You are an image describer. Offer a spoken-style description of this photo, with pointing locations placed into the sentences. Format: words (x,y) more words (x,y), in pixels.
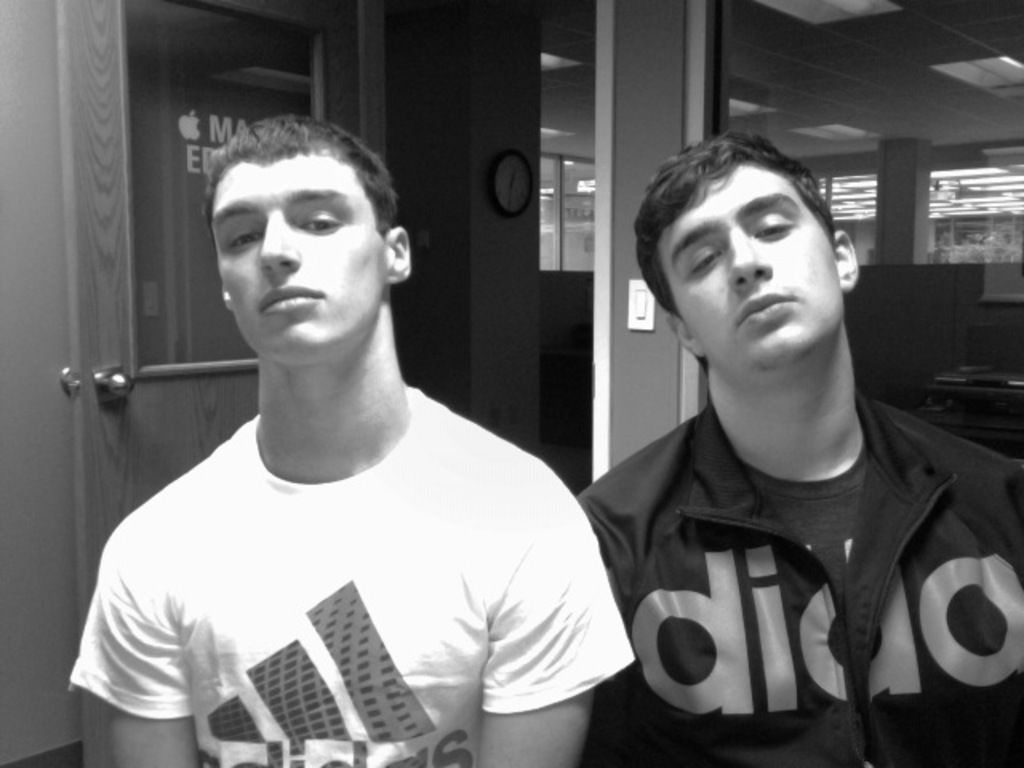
This picture might be taken inside the room (572,393). In this image, in the middle (606,484) and on the right side (938,502), we can see two men (687,610). In the background (469,314), there is a door (194,234) and a wall (513,318), clock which is attached to a wall (530,253), switch board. On the right side (931,419), there is a table (959,412). On that table (992,376), we can see laptop (992,376). In the background (907,232), there is a pillar (901,210). On top (748,54) there is a roof (892,91) with few lights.
